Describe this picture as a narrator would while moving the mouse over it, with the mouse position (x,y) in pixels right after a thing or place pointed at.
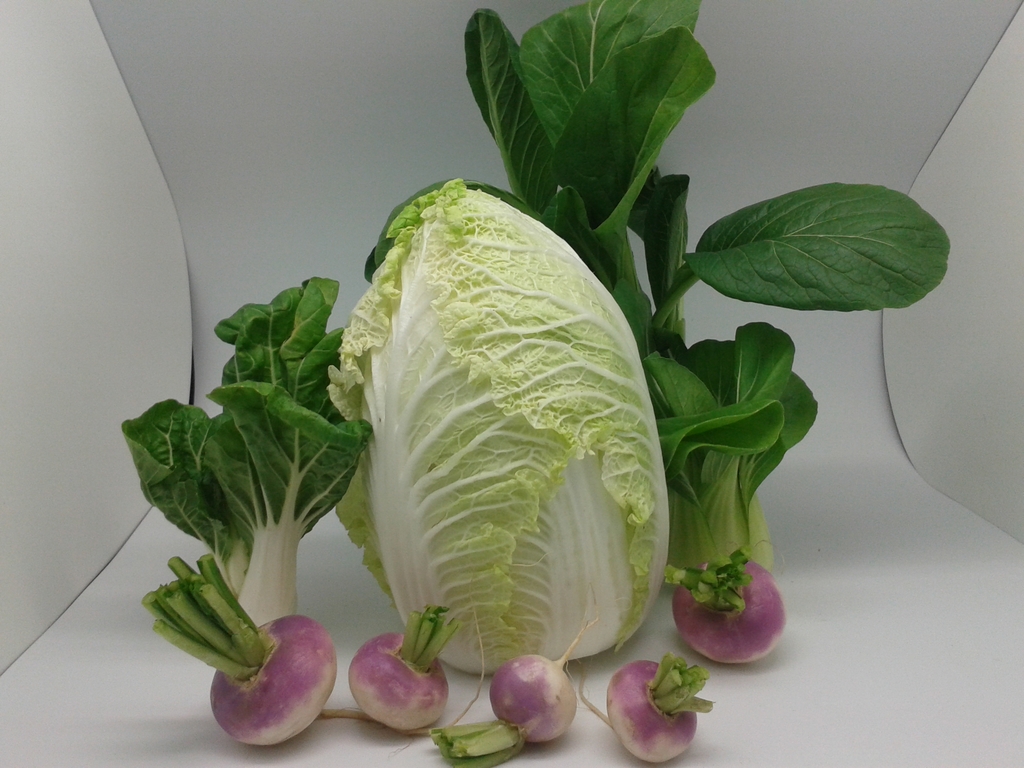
In this picture I can observe cabbage (478,373) and turnips (407,659) in the middle of the picture (467,415). These are placed in the white background.
